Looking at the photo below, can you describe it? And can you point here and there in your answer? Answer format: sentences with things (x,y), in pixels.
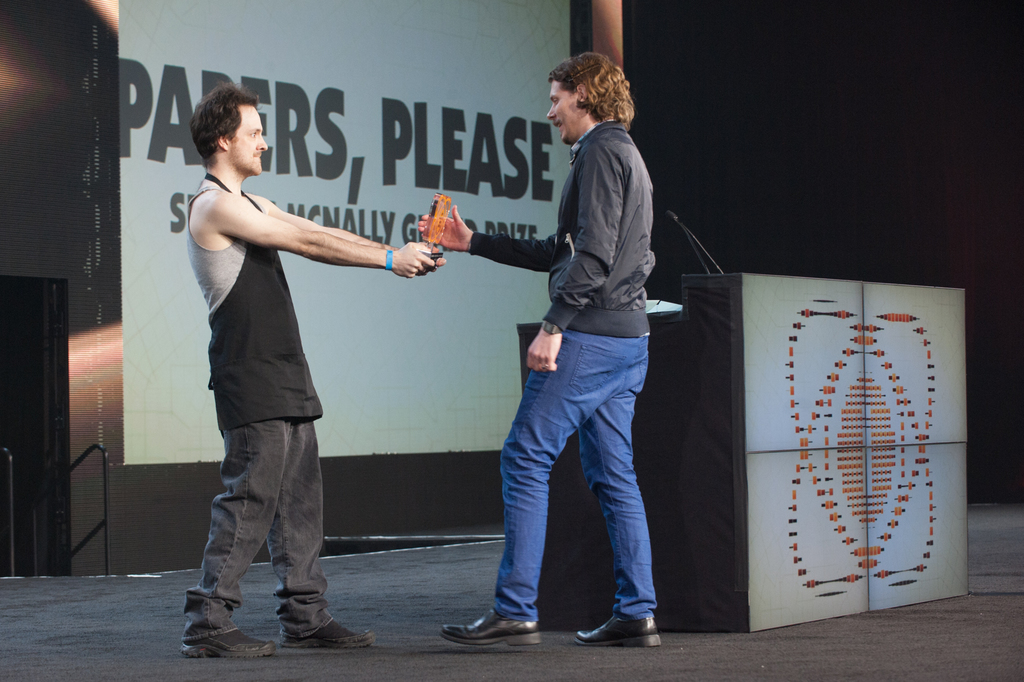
In this image we can see two persons (554,293) standing. We can also see a person (343,230) holding the award (441,252). Image also consists of a podium (762,408) and also the mike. We can also see the board (415,361) with text (302,128). At the bottom (150,630) there is stage (1001,553).
